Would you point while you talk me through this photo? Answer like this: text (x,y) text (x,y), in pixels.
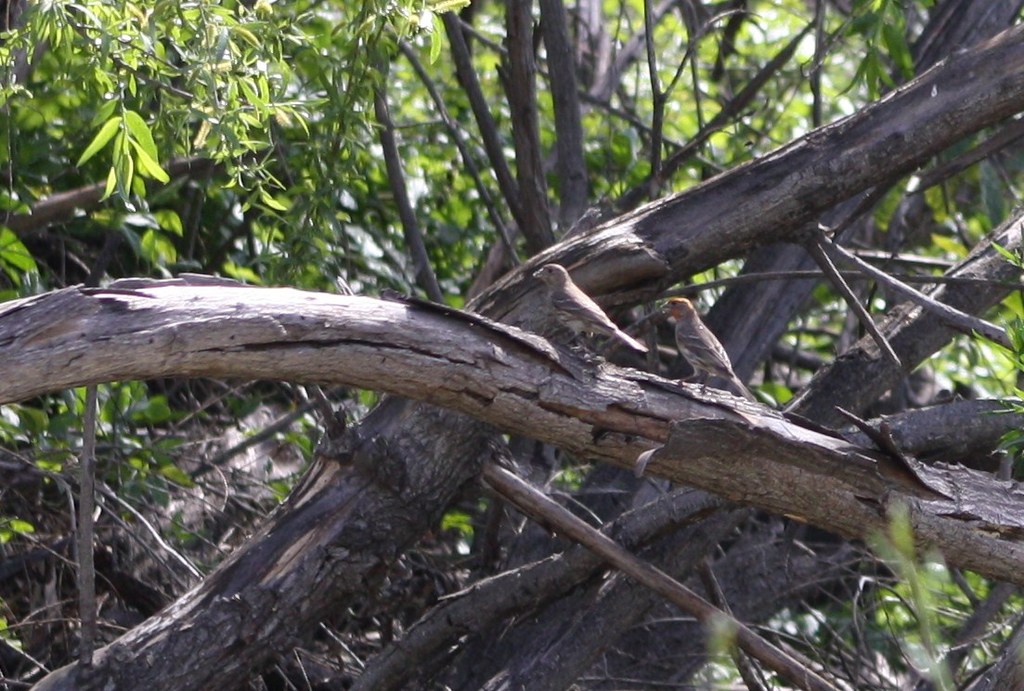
In this image we can see birds (678,322) on the tree (562,384). In the background (863,89) there are trees (641,150).
